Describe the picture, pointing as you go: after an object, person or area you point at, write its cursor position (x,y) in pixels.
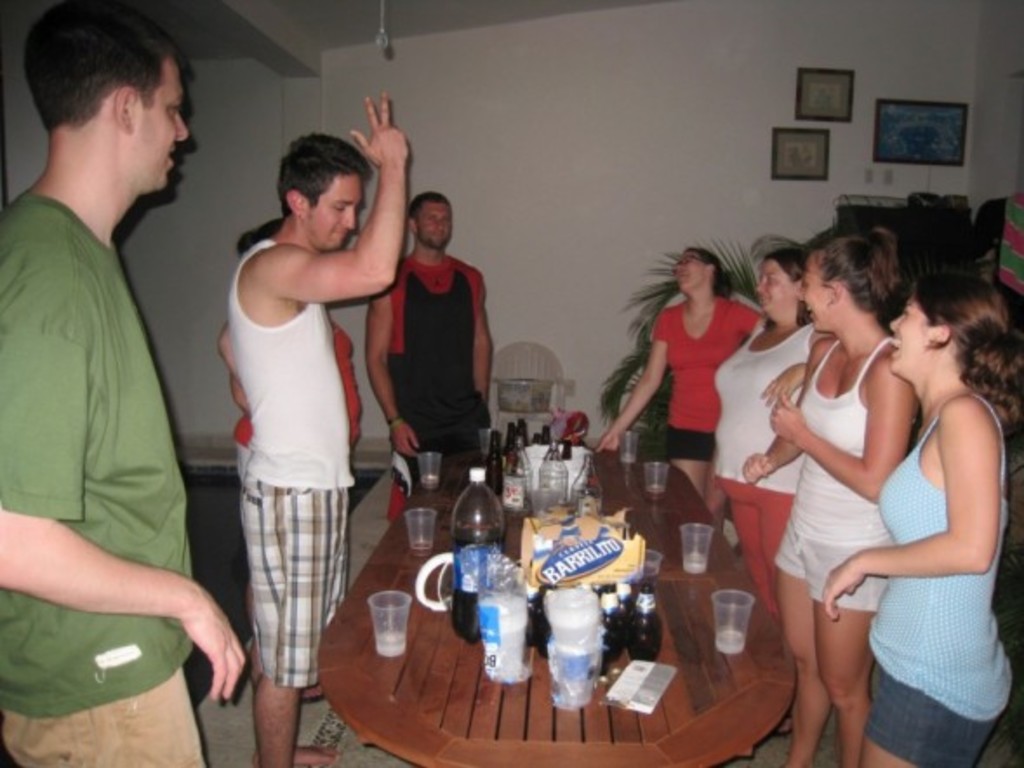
In this image we can see a group of people (746,353) standing on the floor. One person (133,338) is wearing green t shirt (69,502). In the foreground (631,681) we can see a table (671,512) containing group of glasses (505,658), bottles (468,565), placed on it. In the background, we can see a plant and photo frames (834,98) on the wall (869,102).
